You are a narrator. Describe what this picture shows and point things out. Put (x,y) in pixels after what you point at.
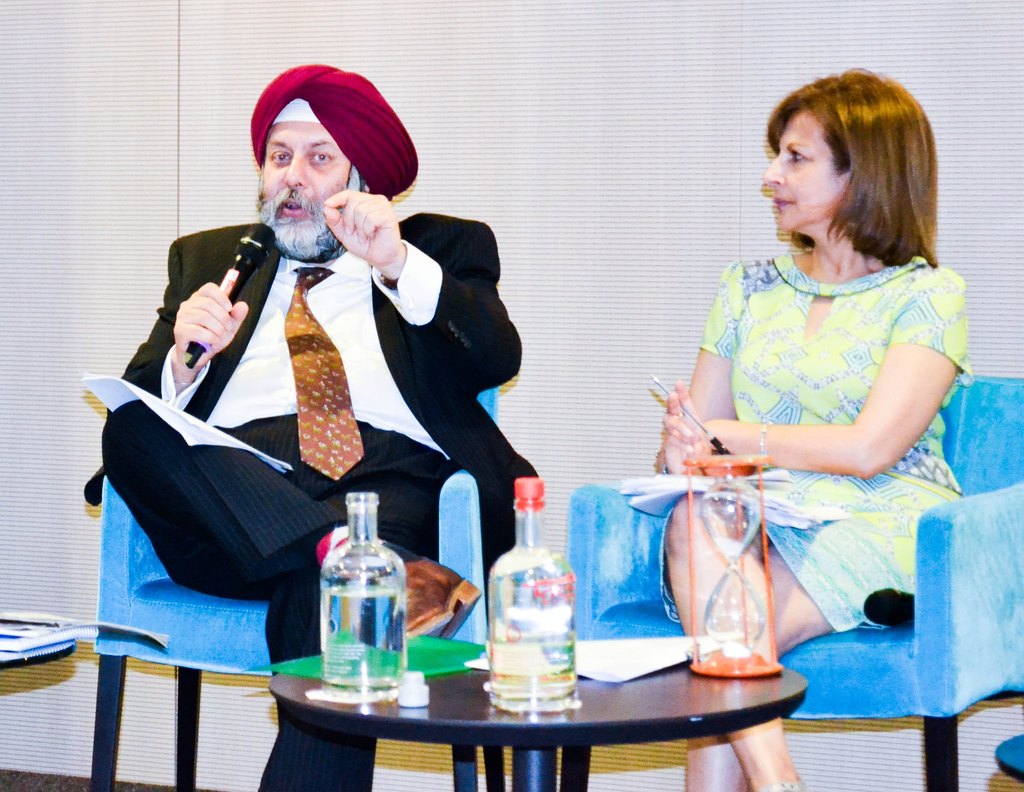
The person (301,387) wearing black suit (255,295) is sitting in a chair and speaking in front of a mic (242,279) and there is also another person (816,388) sitting beside him, There is a table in front of them which has bottles (561,585) on it.
